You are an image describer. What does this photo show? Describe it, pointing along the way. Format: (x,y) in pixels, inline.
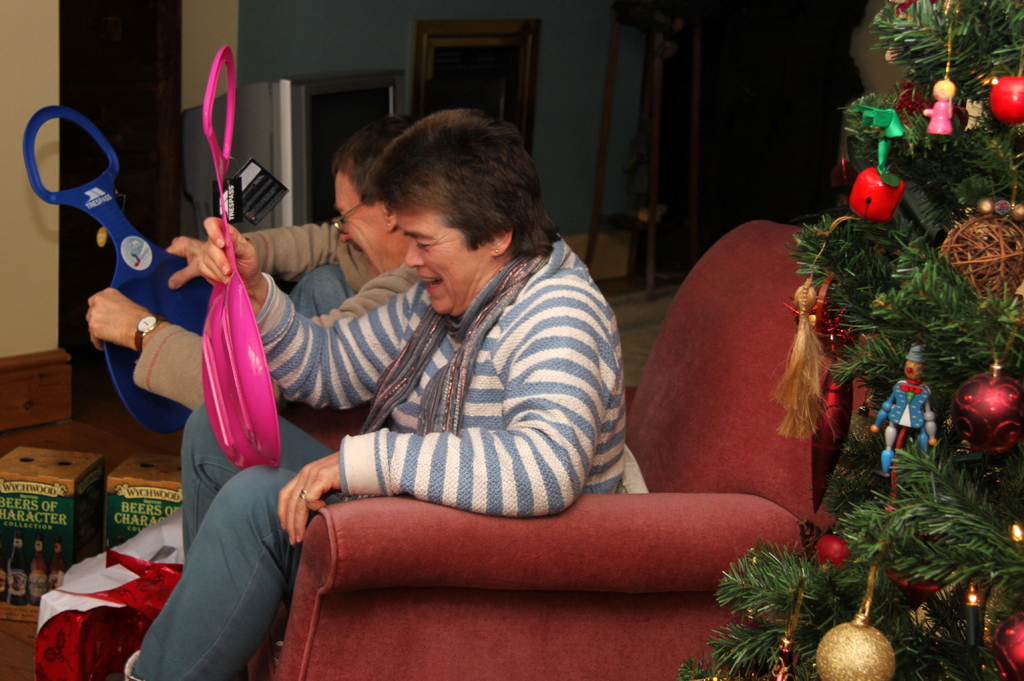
In this image in the center (378,323) there are persons (393,346) sitting and smiling holding and objects (163,284) in their hands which are blue and pink in colour. On the right side (939,251) there is a Christmas tree (930,446). On the left side (92,499) on the floor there are boxes (84,522) with some text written on it. In the background (259,129) there is a tv (321,113) and there is a stand (656,126).
